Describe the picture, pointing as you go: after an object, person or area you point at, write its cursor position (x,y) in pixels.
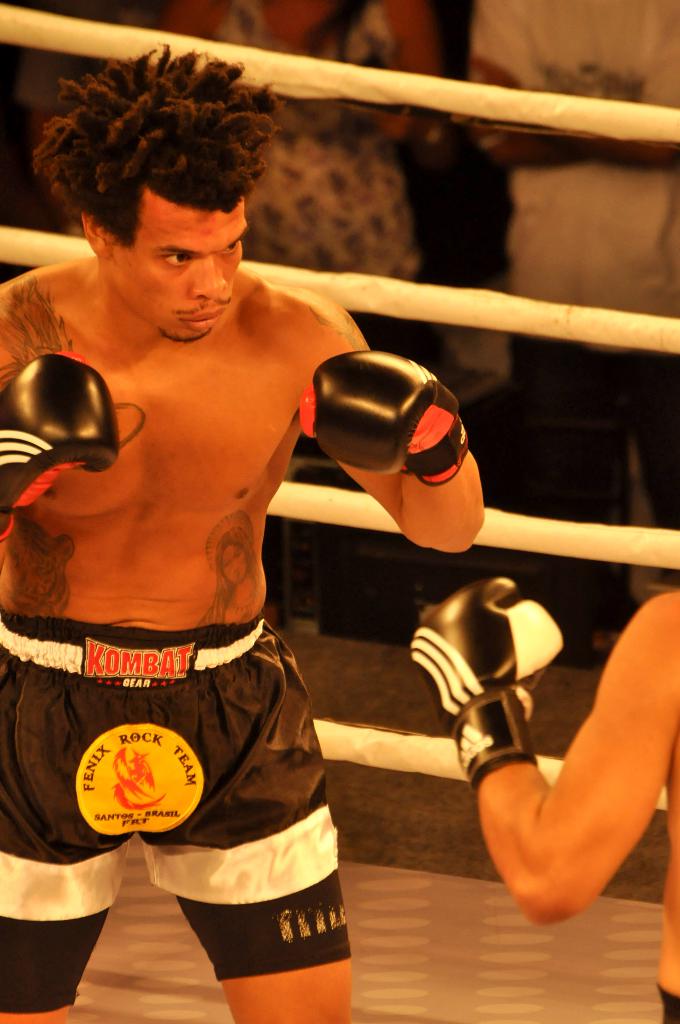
In this picture we can see two men (132,436) are standing and doing boxing. In the background of the image (672,49) we can see the ropes (616,542) and some people (654,386) are standing. At the bottom of the image (378,983) we can see the floor (381,989).
